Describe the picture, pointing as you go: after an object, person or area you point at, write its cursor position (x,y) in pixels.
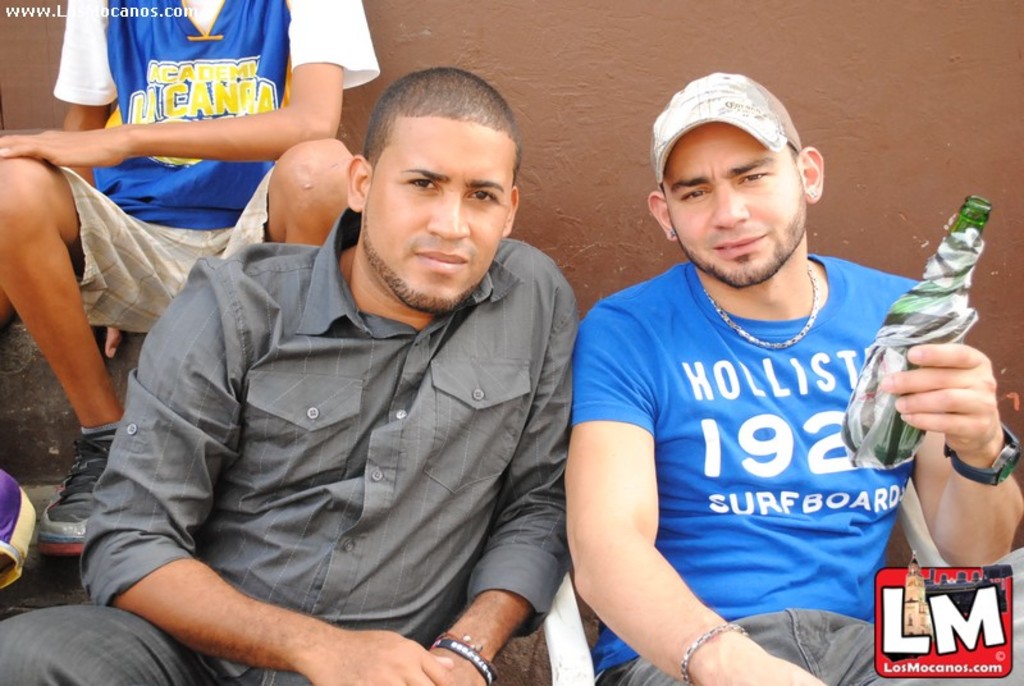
In this image three people (442,409) are sitting. In the right (774,411) one person (801,398) is holding a bottle (898,301) he is wearing a blue t shirt (725,504) and a cap (683,120). In the middle (442,442) one person (284,437) is wearing grey shirt (246,381). Behind him the person (213,201) is wearing a blue and white t shirt (177,98). There is a logo (876,578) in the bottom right corner of the image (912,633).
